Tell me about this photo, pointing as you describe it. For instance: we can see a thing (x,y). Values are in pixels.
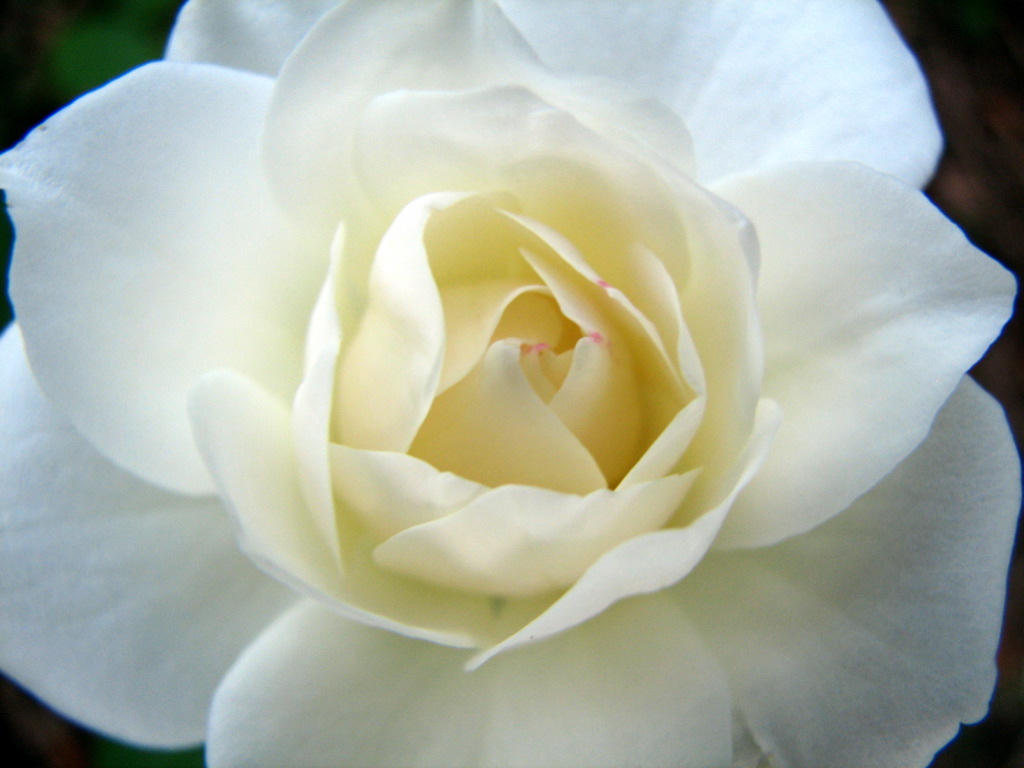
In the middle of this image (507,477), there is a white color rose flower (811,262). And the background (34,48) is blurred.
